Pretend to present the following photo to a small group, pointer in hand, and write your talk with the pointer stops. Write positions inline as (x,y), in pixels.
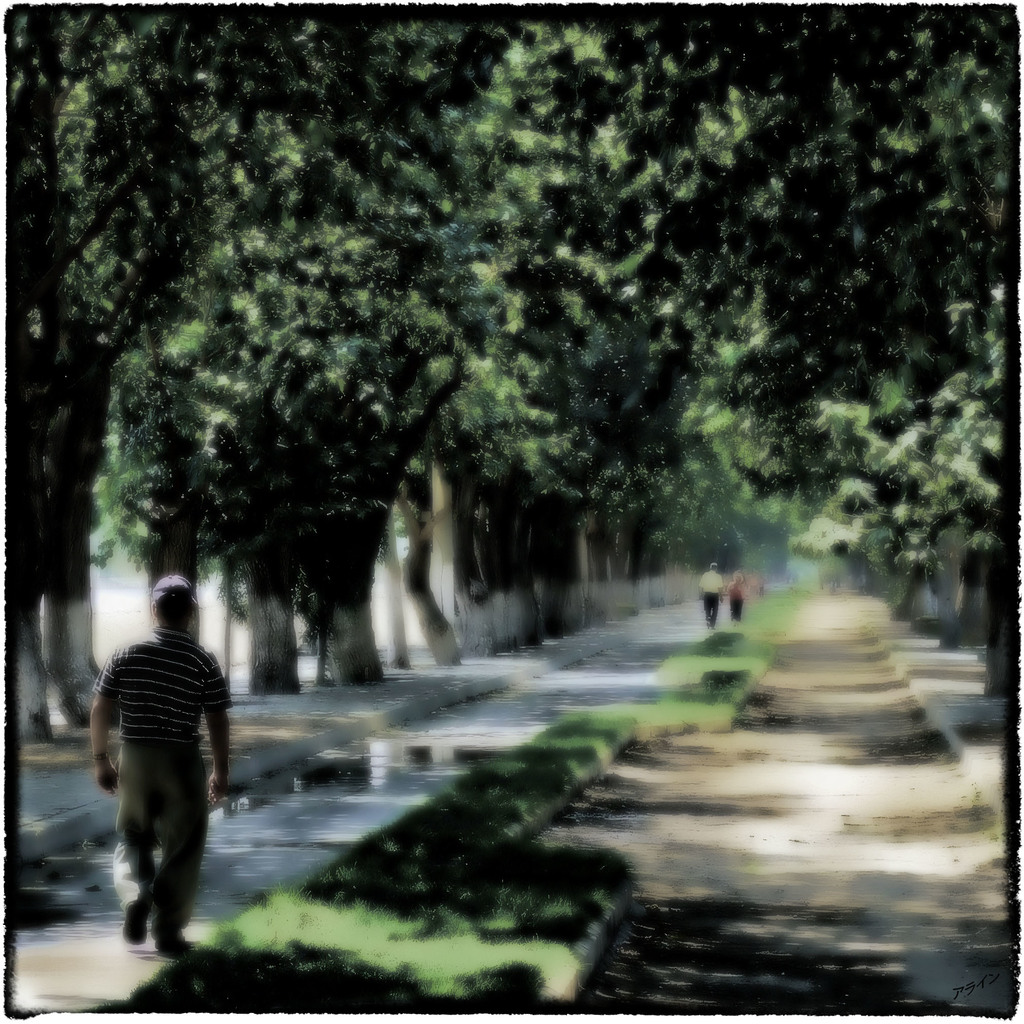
In this image, we can see people (187,716) in between trees (731,473). At the bottom of the image (384,844), we can see some grass (463,935).
